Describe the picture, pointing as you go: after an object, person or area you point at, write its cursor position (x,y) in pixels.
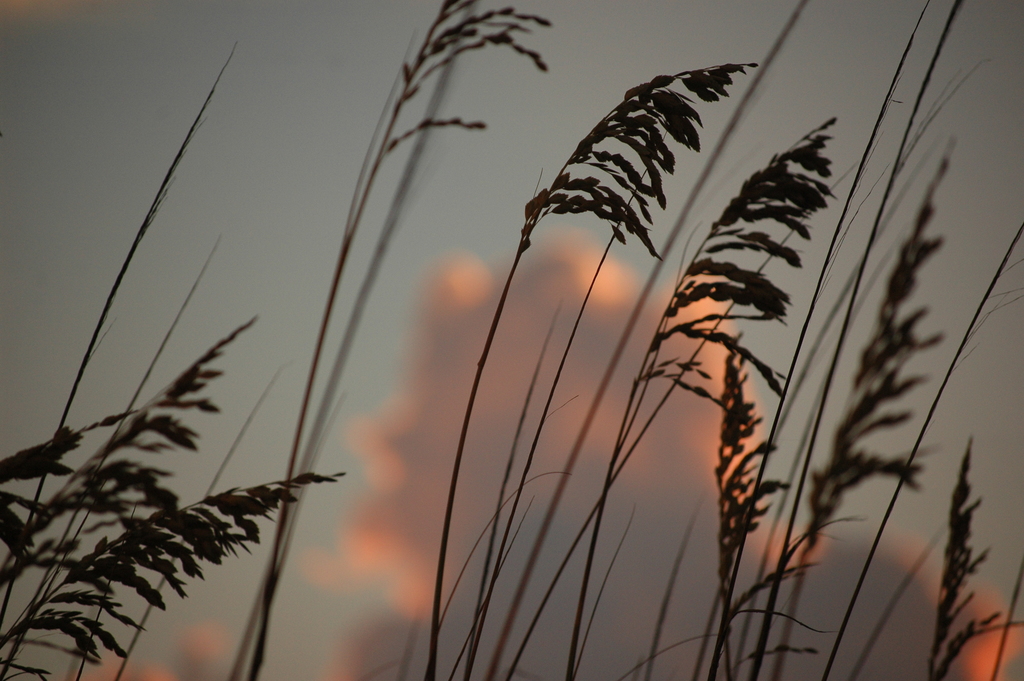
In the front of the image (803,549) there are plants (803,549). In the background of the image (511,410) there is a cloudy sky (700,432).
